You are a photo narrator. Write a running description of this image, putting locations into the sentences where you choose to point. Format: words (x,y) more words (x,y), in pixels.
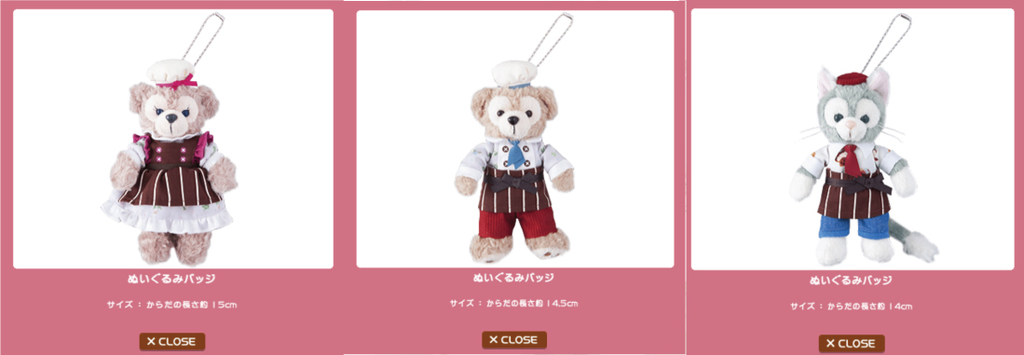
In this image, we can see some pictures (35,111) of the teddy bears (208,239).
